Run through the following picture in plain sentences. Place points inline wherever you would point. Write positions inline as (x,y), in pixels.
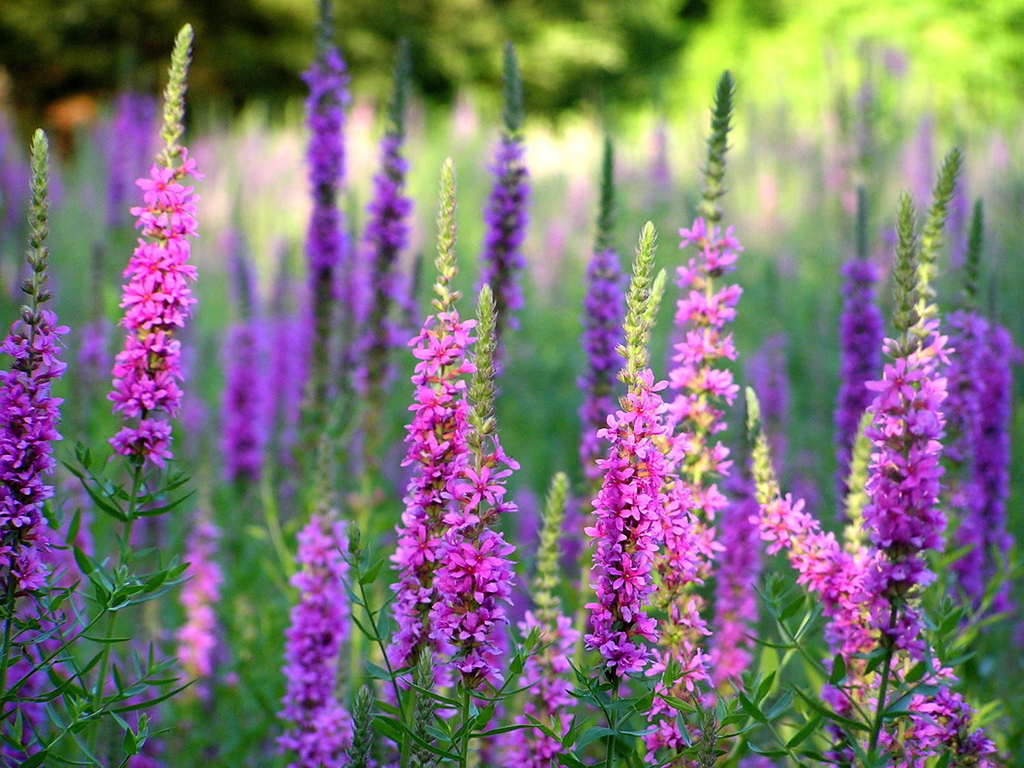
In this image we can see plants (646,237) with flowers (141,343). At the top of the image (509,30) we can see a group of trees (628,30).
